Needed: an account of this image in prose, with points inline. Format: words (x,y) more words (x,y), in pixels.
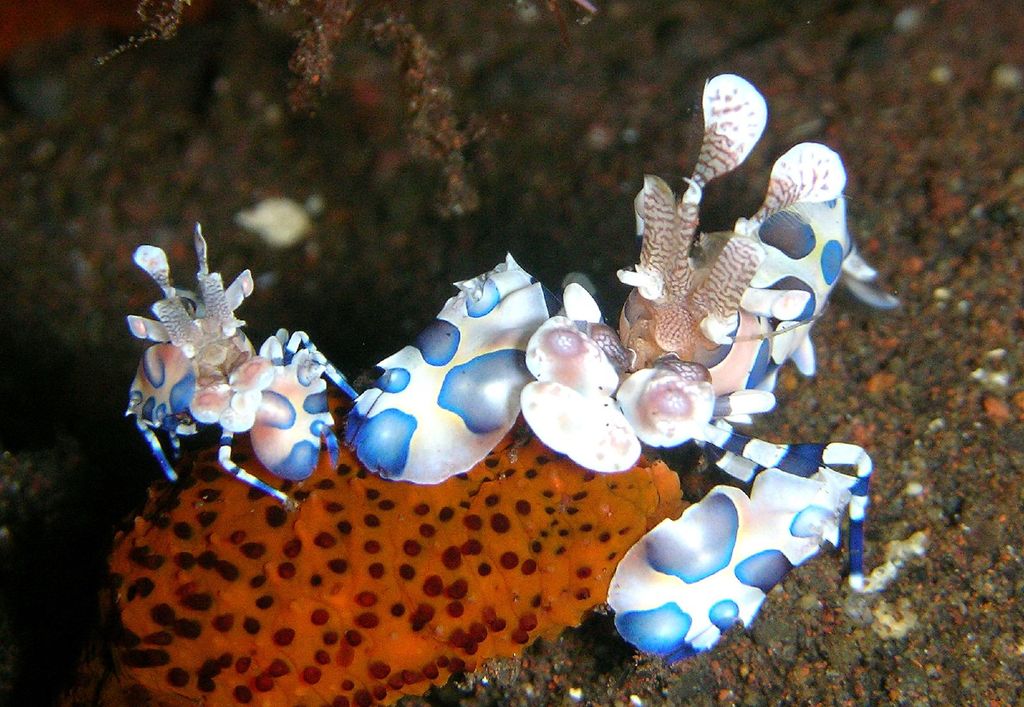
In this picture we can observe white color shrimps (665,386) in the water (410,305). We can observe an orange color sea star (386,519). We can observe a plant (321,12) here. The background (225,38) is blurred.
